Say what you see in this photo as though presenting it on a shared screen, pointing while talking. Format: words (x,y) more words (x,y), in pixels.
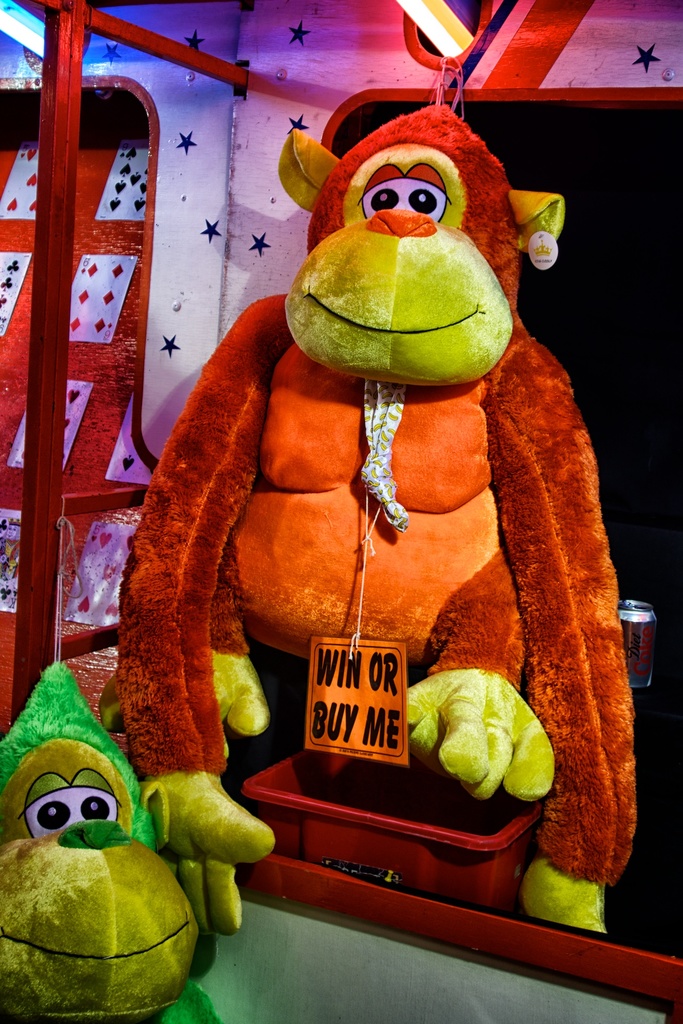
In this image there are toys (295,647) and there are cards (131,182), lights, there is a stand (63,380) which is red in colour and there are objects (441,868) which are red and white in colour.
